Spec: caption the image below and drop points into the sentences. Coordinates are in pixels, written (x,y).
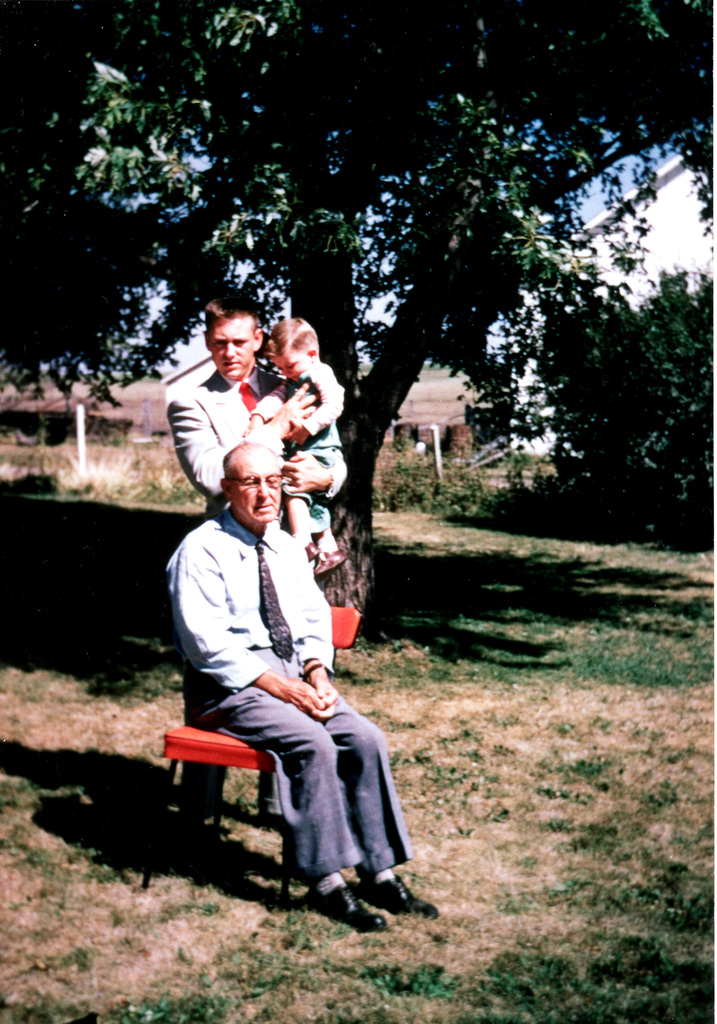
In the image there is a man (215,698) sitting on the chair (194,736) and behind the man (229,685) there is another person (215,413) standing and holding a baby (311,441) with his hand (297,407), behind them there are trees (336,368) and around them there is some grass (505,652).
